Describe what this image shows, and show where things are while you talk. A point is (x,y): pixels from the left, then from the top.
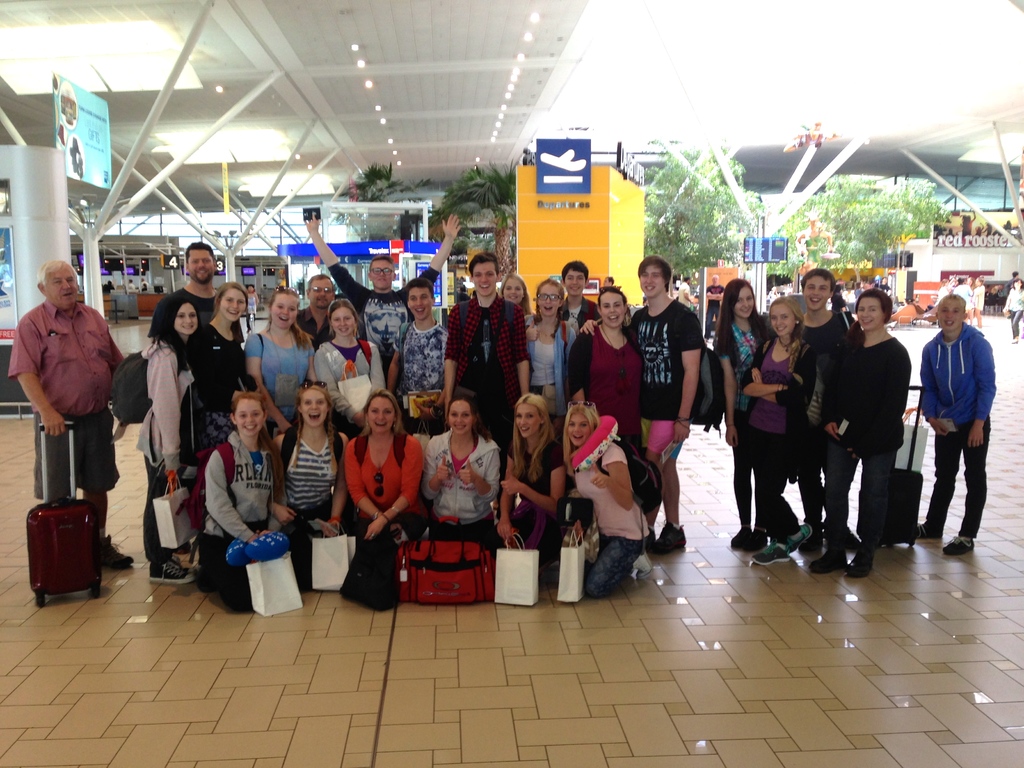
In this image there are group of persons (486,433) who are standing and some of them are kneeling down and at the background of the image (985,263) there are trees (883,234) and shops (339,254).
